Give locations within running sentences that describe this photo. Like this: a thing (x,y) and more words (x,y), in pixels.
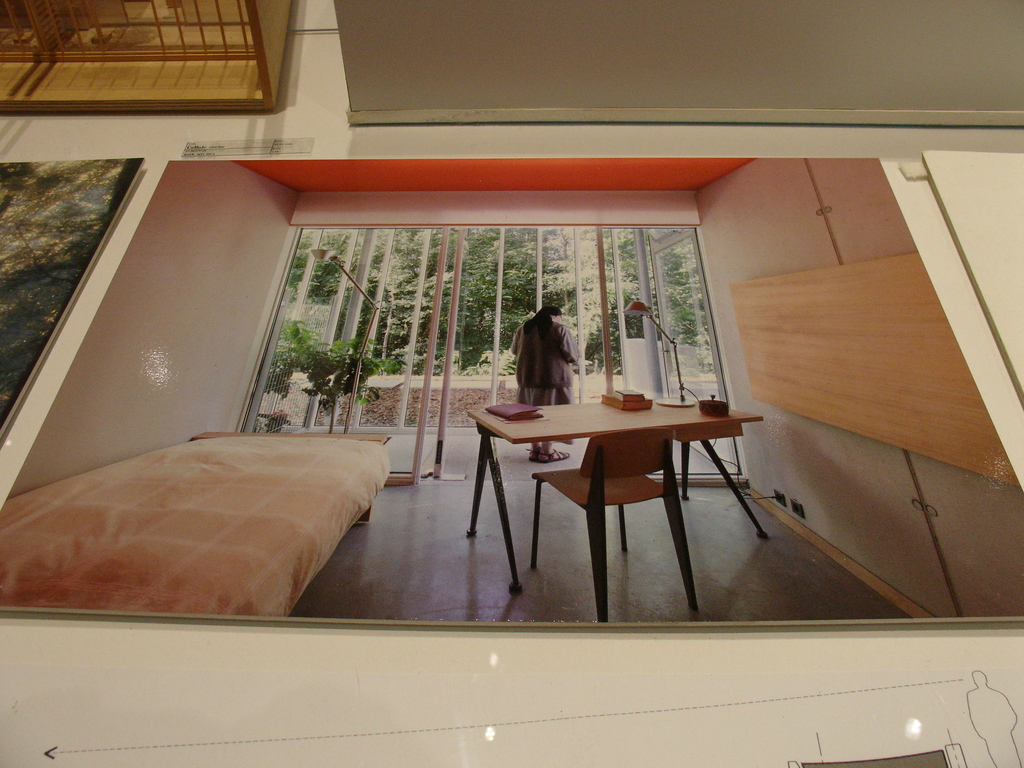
In this image, we can see some posts (468,314) with images (467,349) are placed on the surface (843,720). We can also see some objects (392,65) on the top (430,55).
